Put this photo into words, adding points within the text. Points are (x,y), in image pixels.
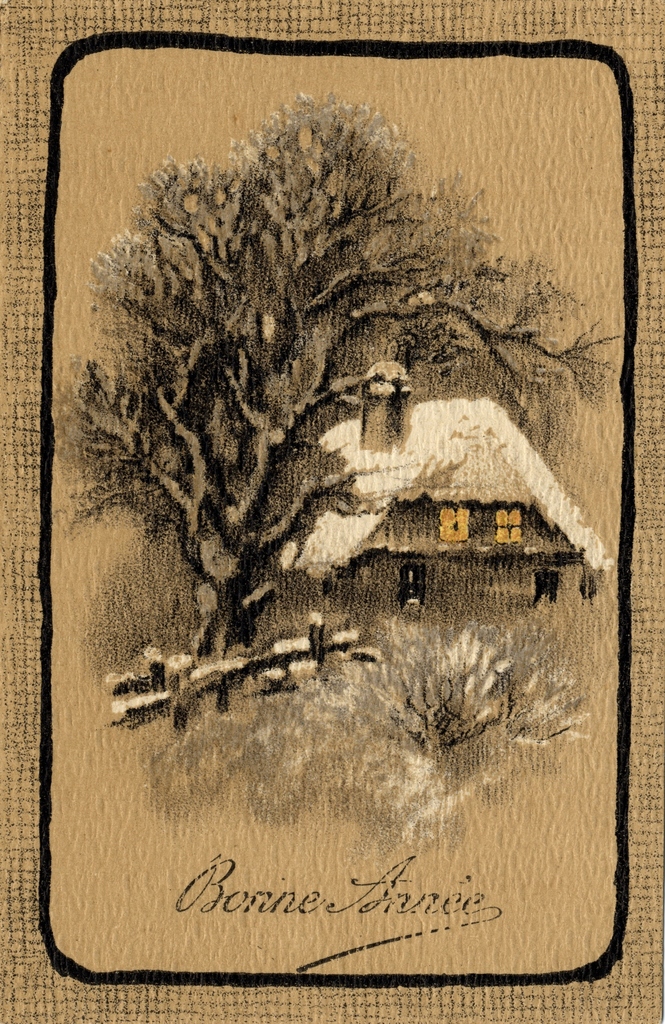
In this image we can see a painting (415,465) of a house (388,528), tree (153,475) and there is some text (266,889).
